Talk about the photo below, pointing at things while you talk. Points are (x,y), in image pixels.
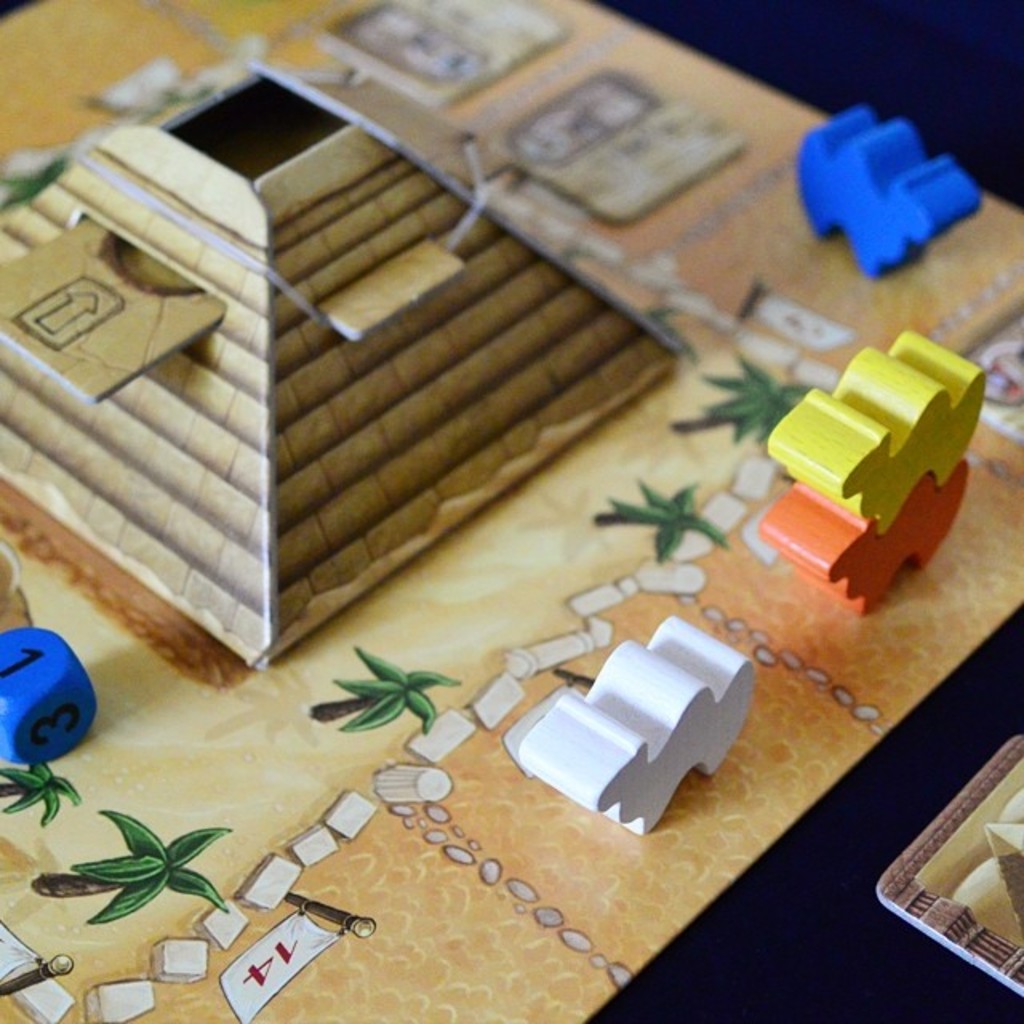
In this image we can see a few boards (409,730). We can see the painting (451,685) of trees (661,503), a flag (283,933) and few other objects (283,883) in the image. There are few objects (830,560) placed on the board (770,562). There is a die (72,681) at the left side of the image (77,676). There is a board (971,878) at the right side of the image (957,892).
